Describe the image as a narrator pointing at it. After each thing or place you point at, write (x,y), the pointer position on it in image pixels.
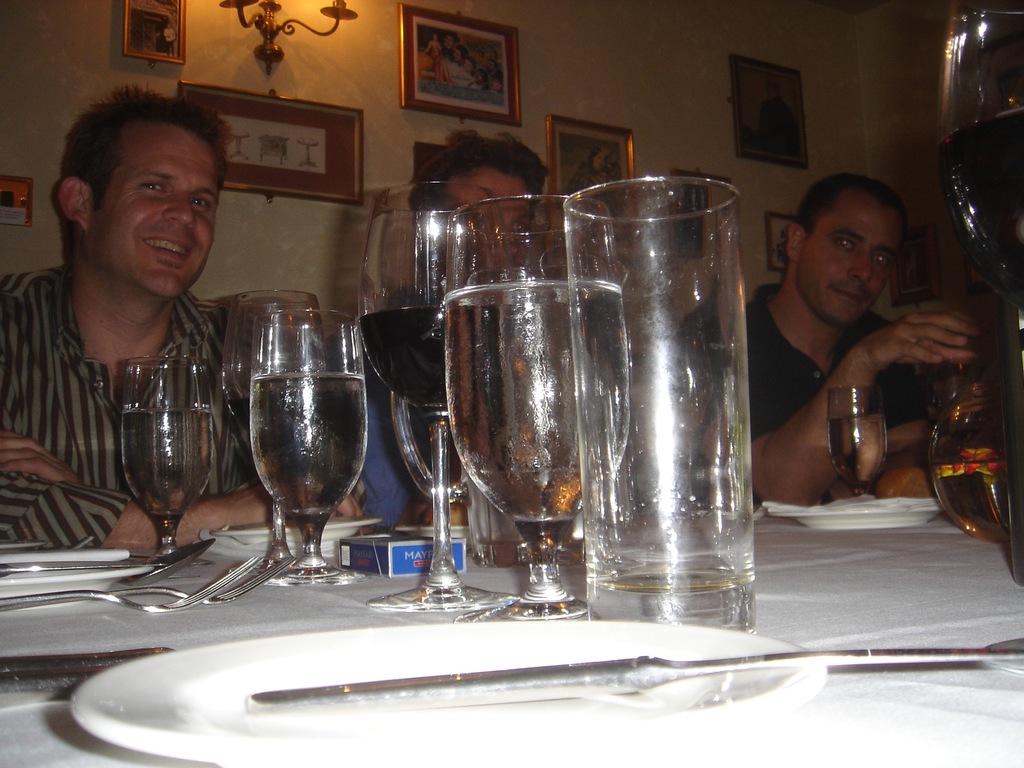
In this image I can see the table (32,617). On the table (161,645) there are plates (334,642), glasses (389,375), forks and knives (78,655). The plates (550,632) are in white color. In-front of the table (272,631) there are three people (69,407) sitting and wearing the different color dresses (40,295). In the back (459,95) I can see many frames (253,105) and lights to the wall (535,93).
